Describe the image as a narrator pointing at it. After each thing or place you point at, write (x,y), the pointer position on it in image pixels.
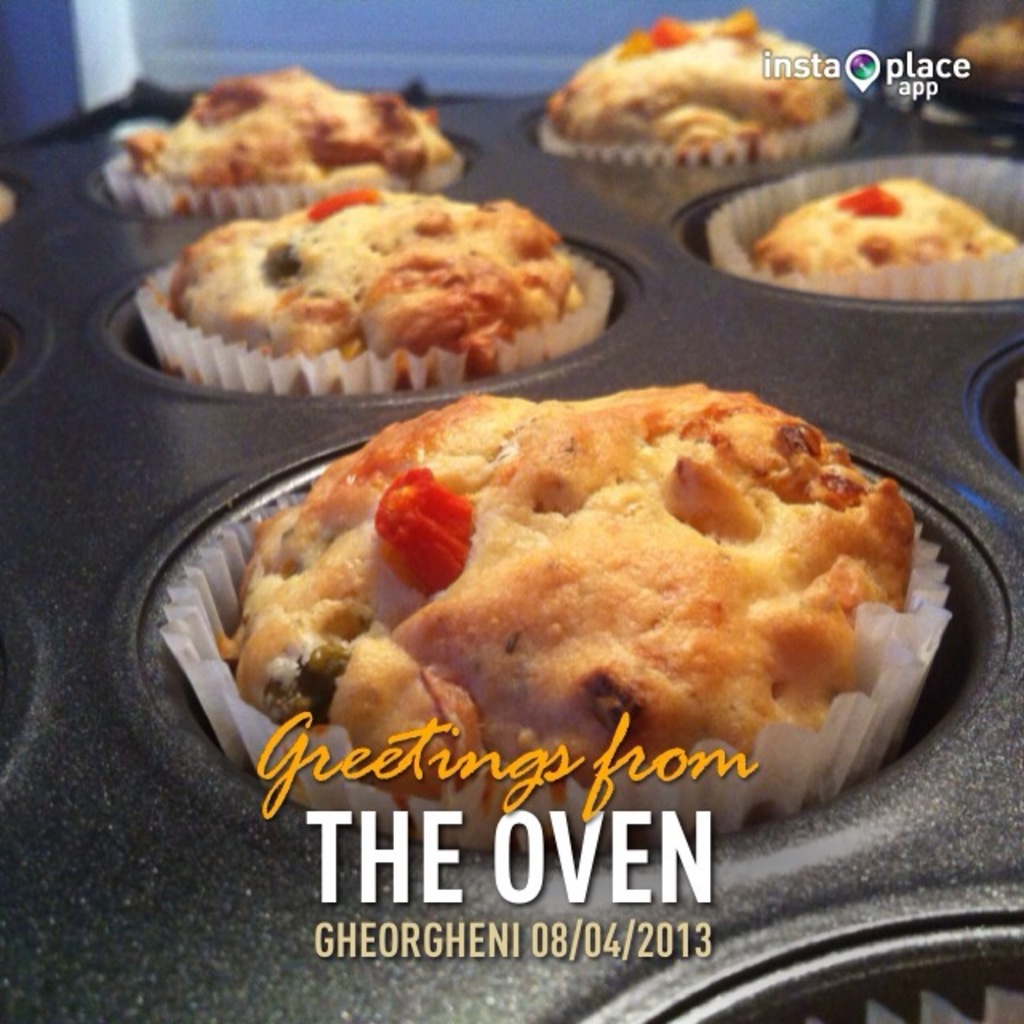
In this image I can see few cupcakes (604,467) in the cupcake-tray (650,218) and something is written on it.
